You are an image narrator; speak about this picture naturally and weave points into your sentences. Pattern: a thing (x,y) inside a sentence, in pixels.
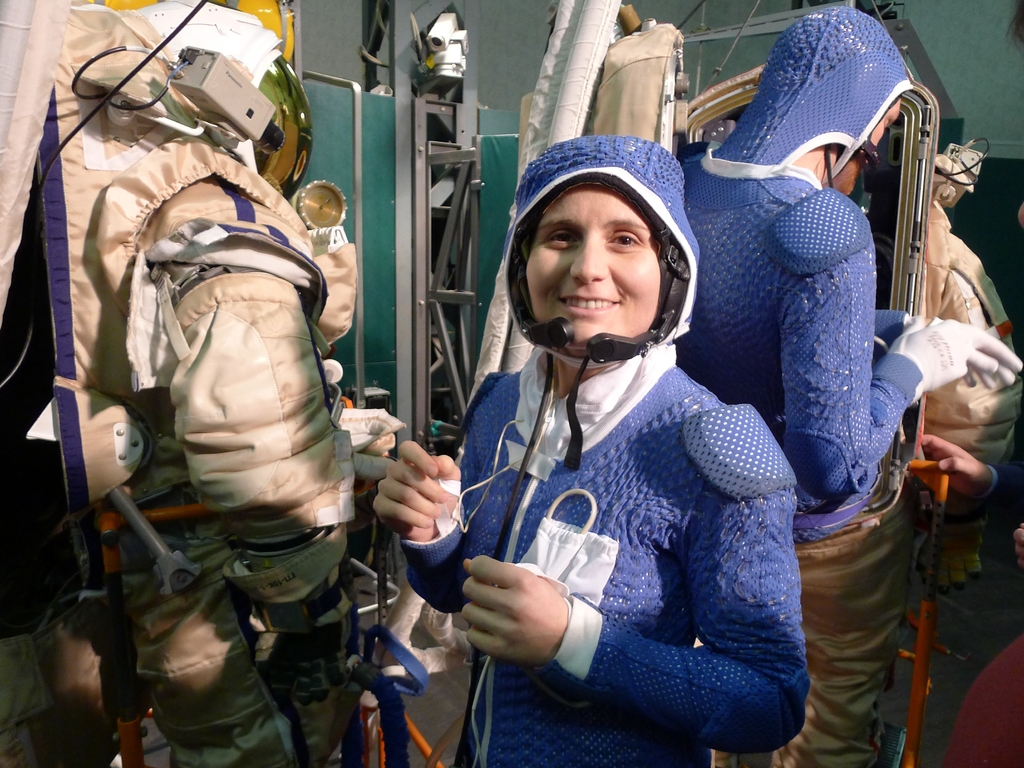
In this image there is a girl (600,533) in the middle (595,511) who is wearing the helmet (683,258) and a costume (611,525). Beside her there is a space jacket (251,375). On the left side (215,80) top there is a video camera (204,94). On the right side (769,329) there is another person (819,407) who is standing by wearing the gloves (958,372). Beside him there is another person (972,480) who is holding the sticks (939,507). In the background (456,185) there are metal objects (411,166).
